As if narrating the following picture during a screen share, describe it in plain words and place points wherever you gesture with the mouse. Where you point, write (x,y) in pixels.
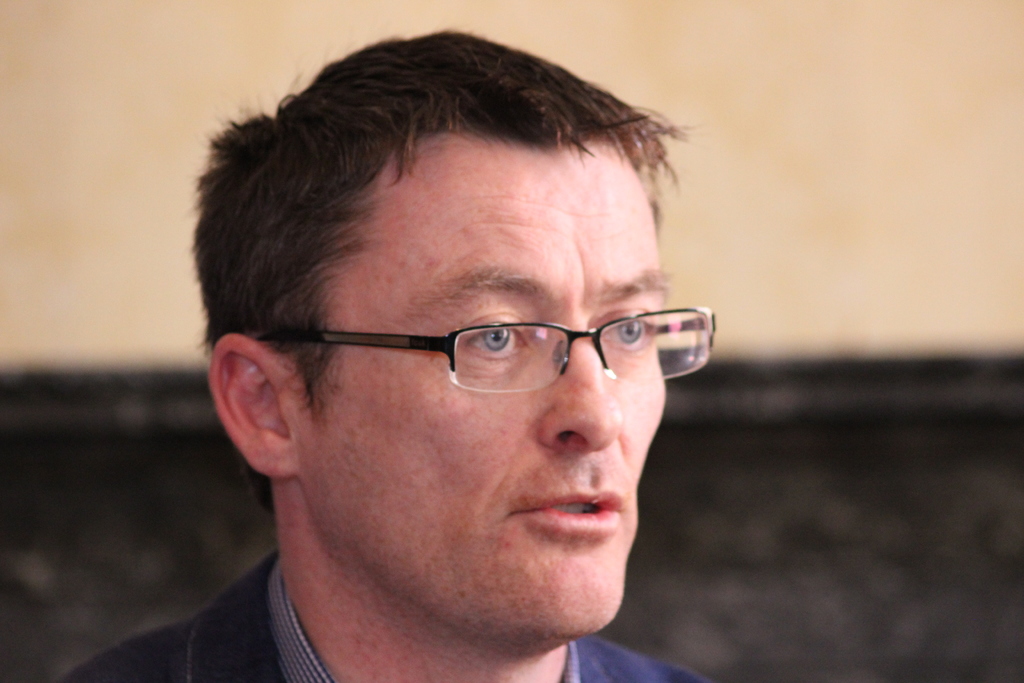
In the center of the image (485,239), we can see a man (523,360) wearing glasses (483,377) and in the background (698,172), there is a wall (798,202).
